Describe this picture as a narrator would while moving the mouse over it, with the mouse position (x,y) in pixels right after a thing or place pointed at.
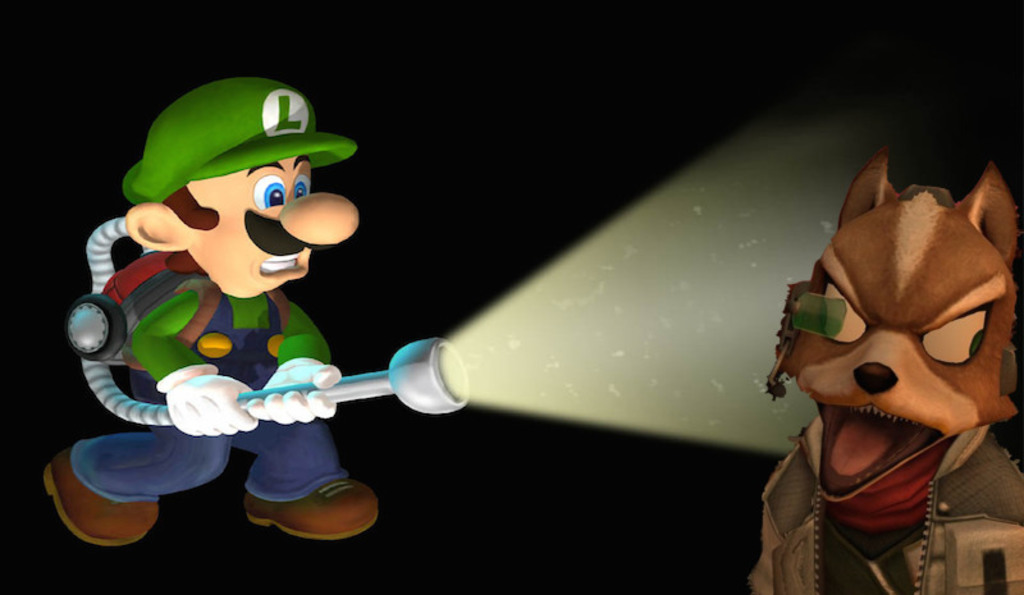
In this image I can see the animated picture in which I can see a person (261,249) wearing green and blue colored dress (226,353) is standing and holding an object (376,383) in his hand (302,378). I can see another object (874,365) which is brown and cream in color and the black colored background (362,369).
